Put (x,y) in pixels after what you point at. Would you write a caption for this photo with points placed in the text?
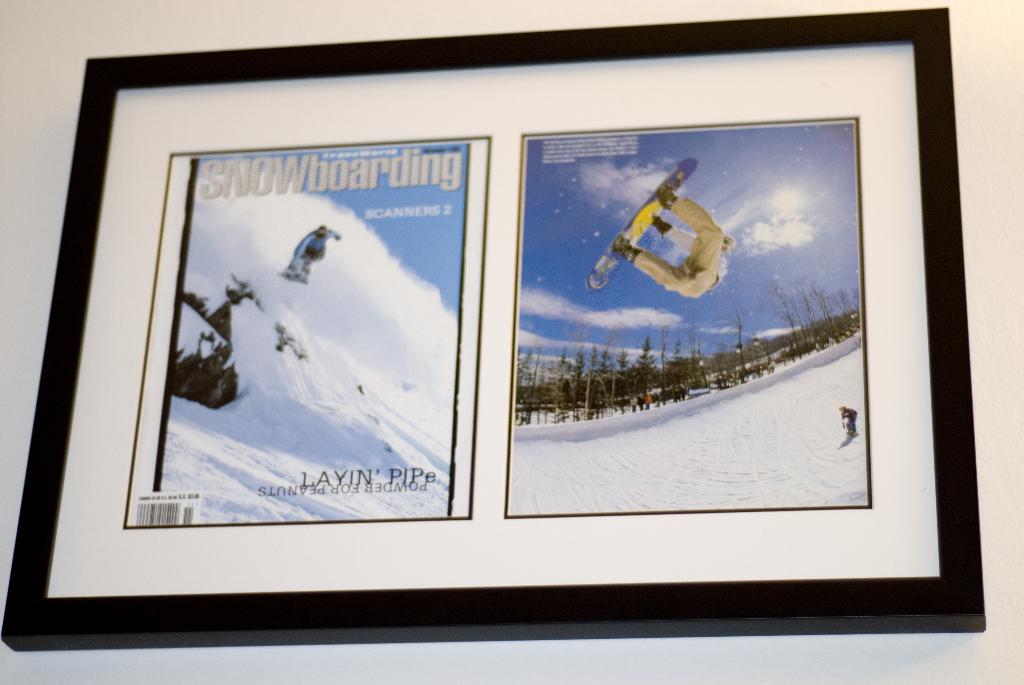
In this picture we can see a photo frame (963,549) on the wall (1015,302). Here we can see a person (711,247) who is doing stunt on the snowboard (609,267). On the background (639,368) we can see many trees (645,350). Here we can see bar-code (149,500) and text (354,168). Here it's a sky (751,266). Here we can see sky (777,221), cloud (776,235) and Sun (789,193).
